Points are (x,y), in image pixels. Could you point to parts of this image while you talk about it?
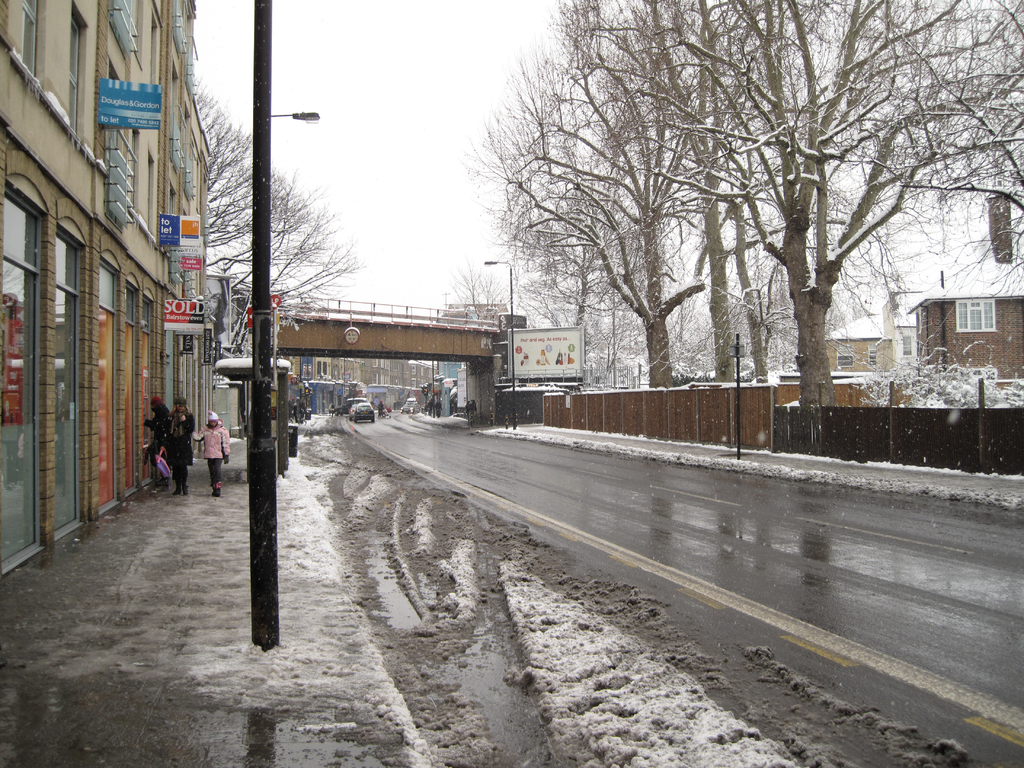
This image consists of a road (735,529). To the left (322,521), there is snow (239,557) and there are building (94,351) along with poles (261,432). In the middle (369,336), there is a bridge (439,340). To the right (881,376), there are trees (908,394) and fencing (764,408).
